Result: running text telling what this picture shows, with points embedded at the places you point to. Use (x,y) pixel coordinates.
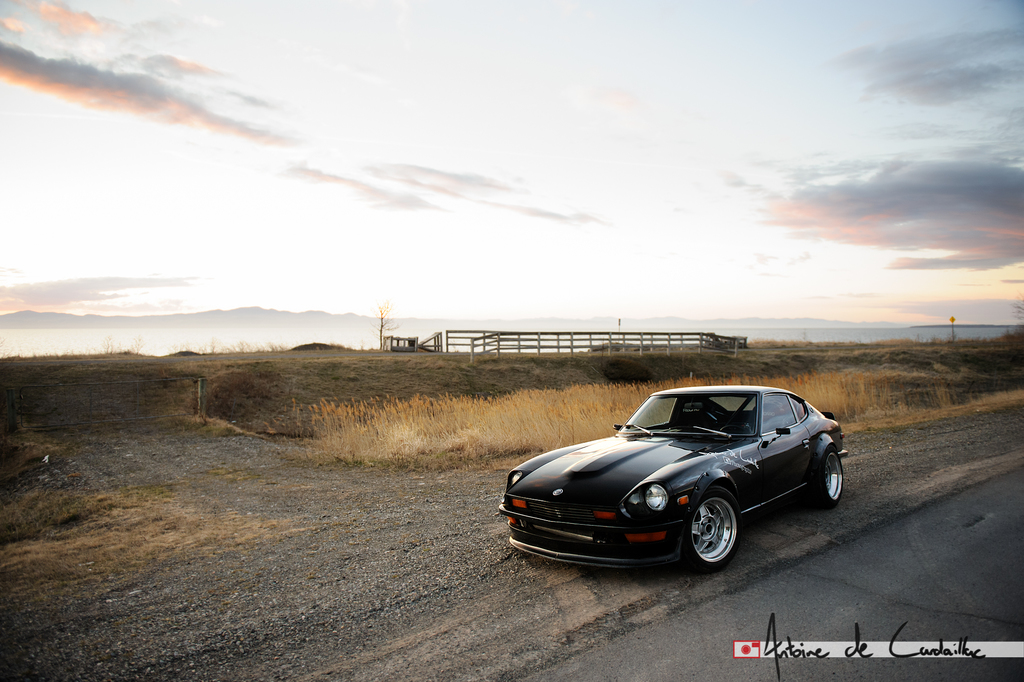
In this image in the center (619,451) there is one car (686,452) and at the bottom (637,587) there is road (869,588) and grass (183,518), and in the background (820,388) there are some plants (566,391), wooden fence (626,340), trees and mountains (446,324). And at the top (619,109) there is sky (398,132).
